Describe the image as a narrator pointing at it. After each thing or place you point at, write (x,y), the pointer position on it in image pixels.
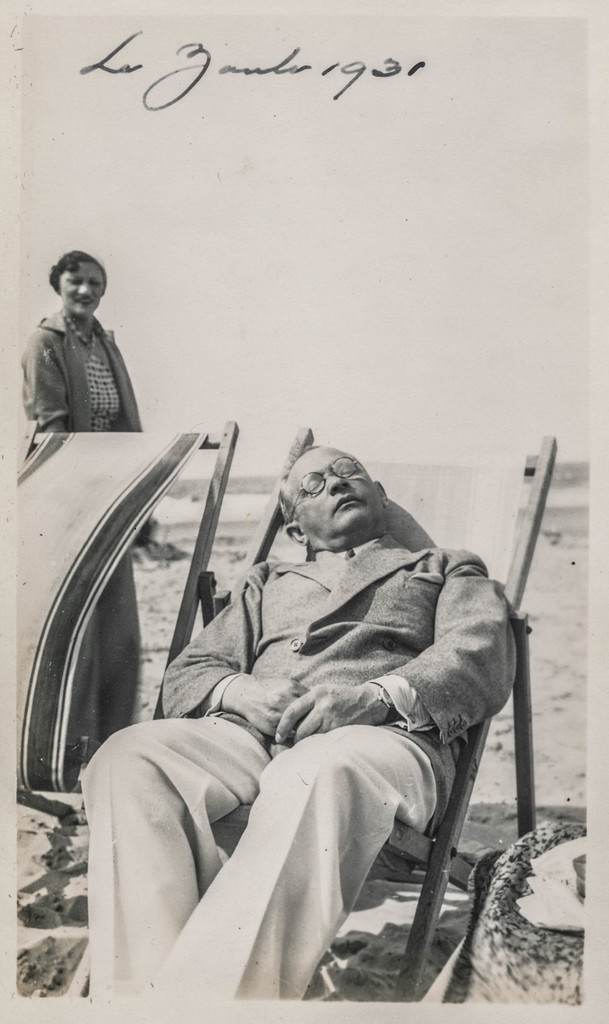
This picture might be a photo frame. This is a black and white image. In this image, in the middle (324,485), we can see a man (428,628) lying on the chair (443,534). On the left side (93,446), we can also see another chair (180,471) and person (120,621) standing. In the background (381,67), we can see some text (391,61) written on it, at the bottom (54,868), we can see a land (34,843).
